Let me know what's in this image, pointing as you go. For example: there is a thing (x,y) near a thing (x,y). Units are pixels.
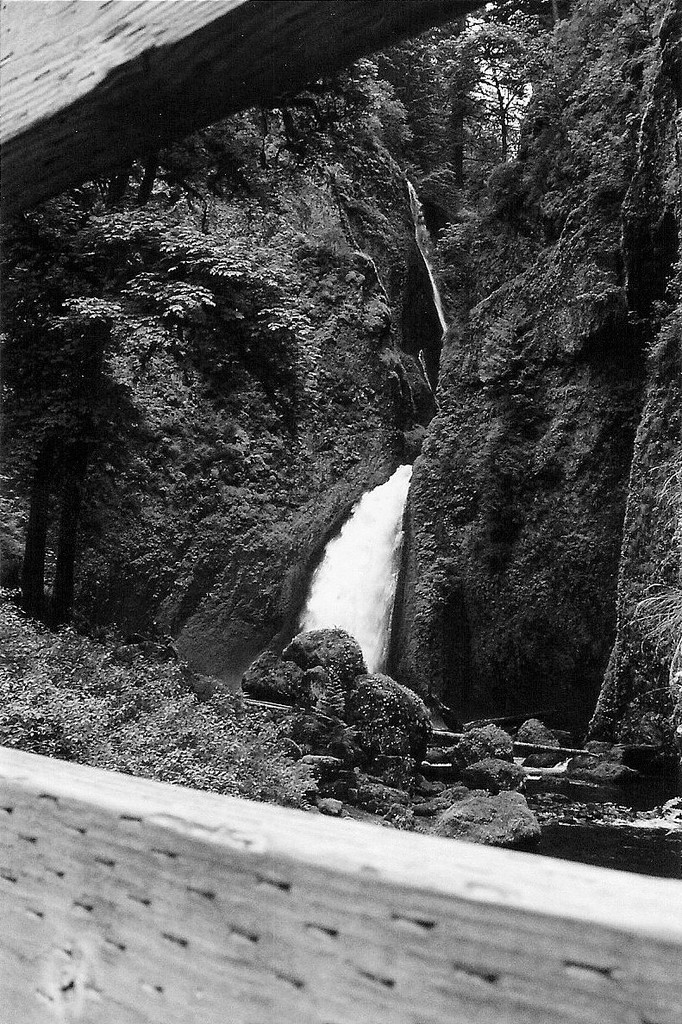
In this image through wooden fence (14,968) we can see a waterfall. Beside the waterfall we can see trees (41,571) and rocks (398,726).
